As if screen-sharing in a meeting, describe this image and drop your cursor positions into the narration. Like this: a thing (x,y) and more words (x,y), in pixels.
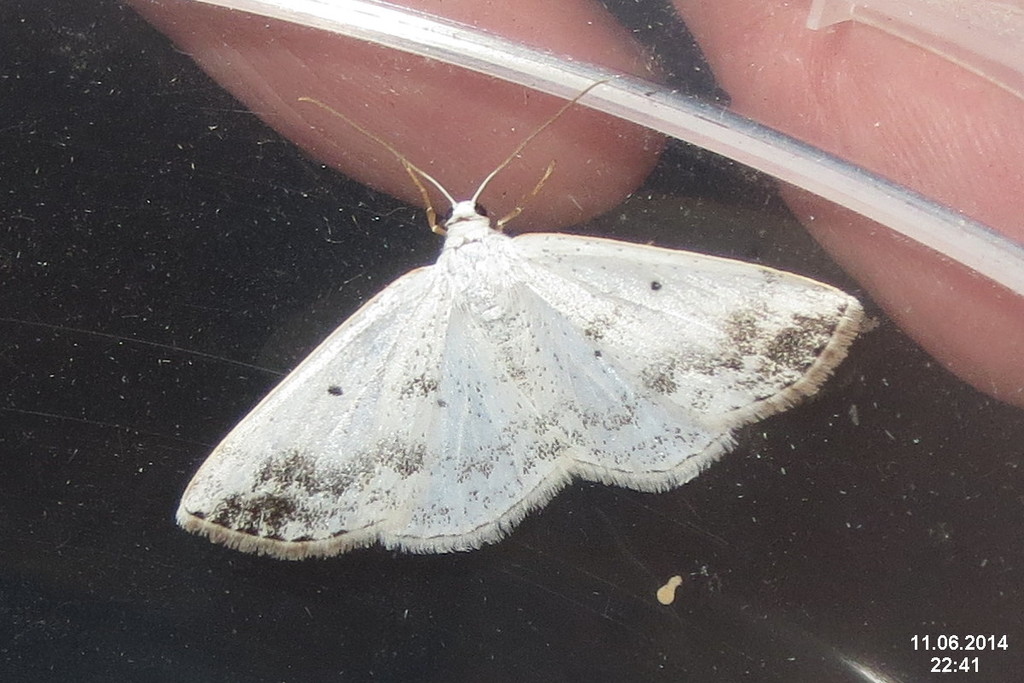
In the picture I can see an insect (353,440) on the black color surface (763,456) which is in white color. Here I can see a person's fingers (944,81) and here I can see the watermark (964,643) at the bottom right of the image (948,659).
